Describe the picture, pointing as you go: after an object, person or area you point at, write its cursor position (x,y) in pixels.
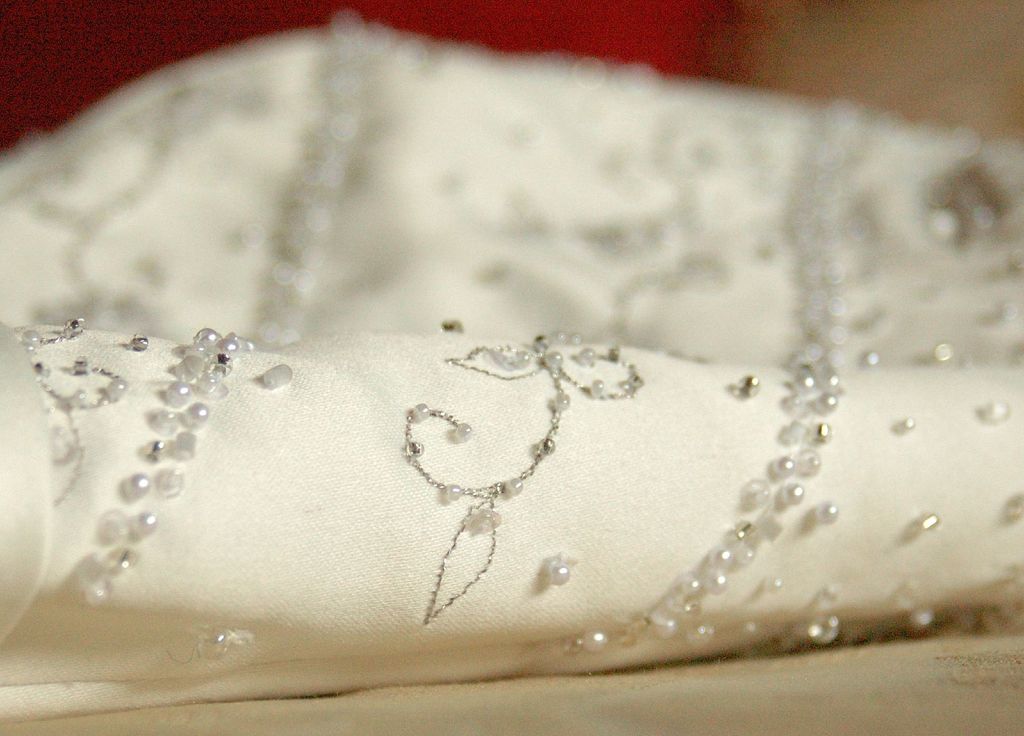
In this image, we can see a white cloth (536,566) with threads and beads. At the bottom (797,700), there is a surface (565,691). Top of the image (852,16), we can see a blur view.
